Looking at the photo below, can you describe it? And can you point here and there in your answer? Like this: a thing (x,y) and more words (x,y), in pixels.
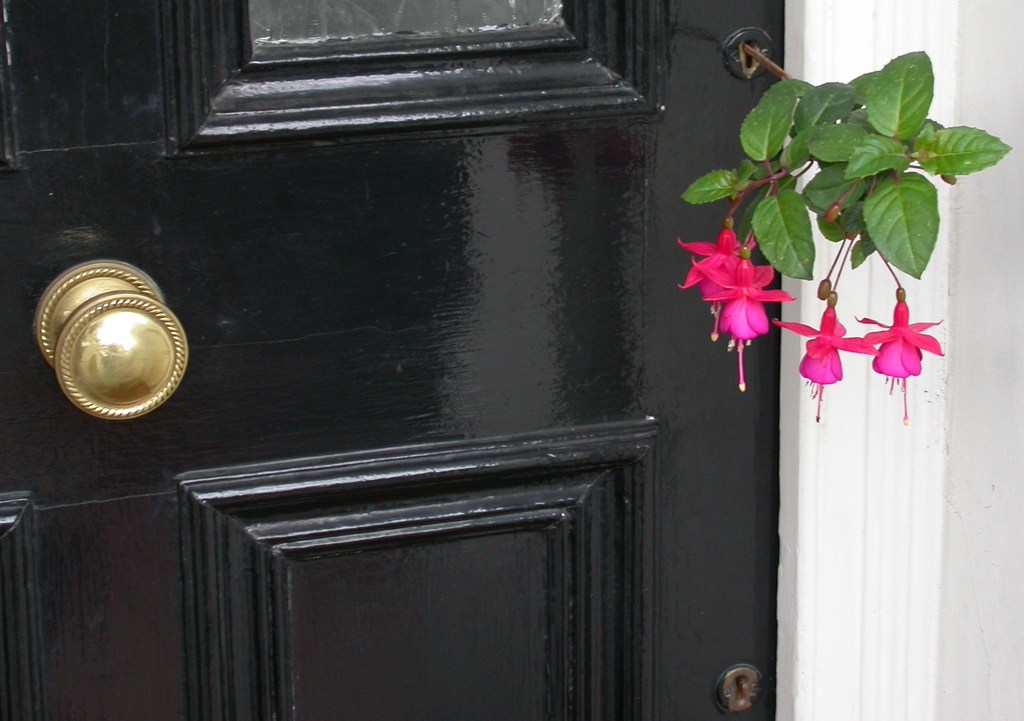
In this image we can see door (379,421), flowers (777,323) and wall (915,415).
